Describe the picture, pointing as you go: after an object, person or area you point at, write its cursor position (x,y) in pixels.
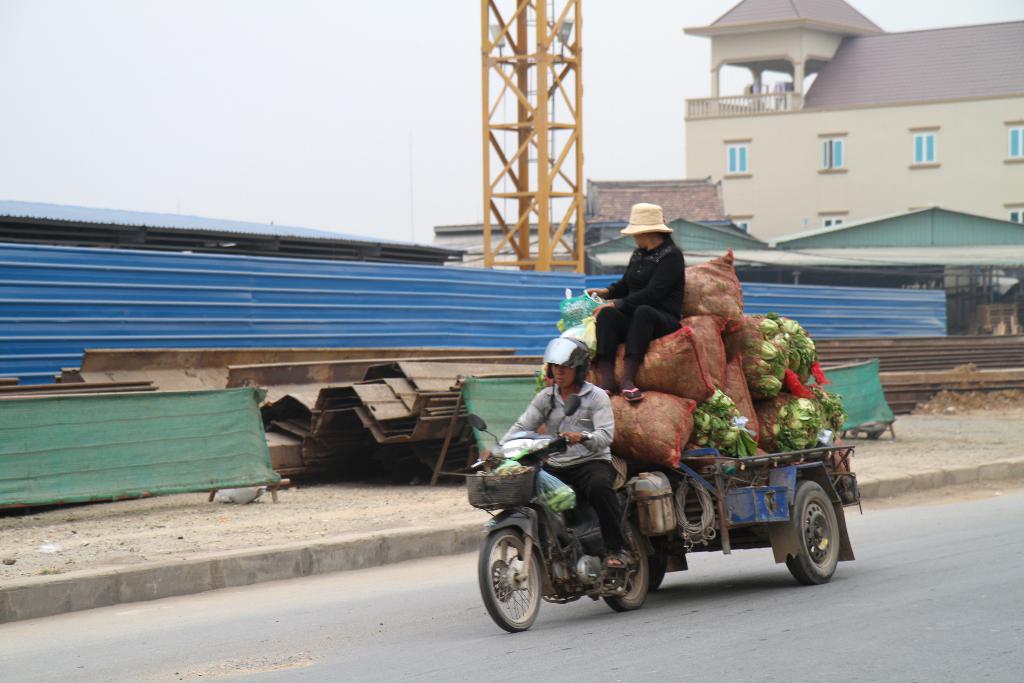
In the picture we can see a man (563,348) riding a vehicle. In the vehicle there are bags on the bags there is a person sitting and wearing a hat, in the back side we can see a stand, buildings (831,213) and sheds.
